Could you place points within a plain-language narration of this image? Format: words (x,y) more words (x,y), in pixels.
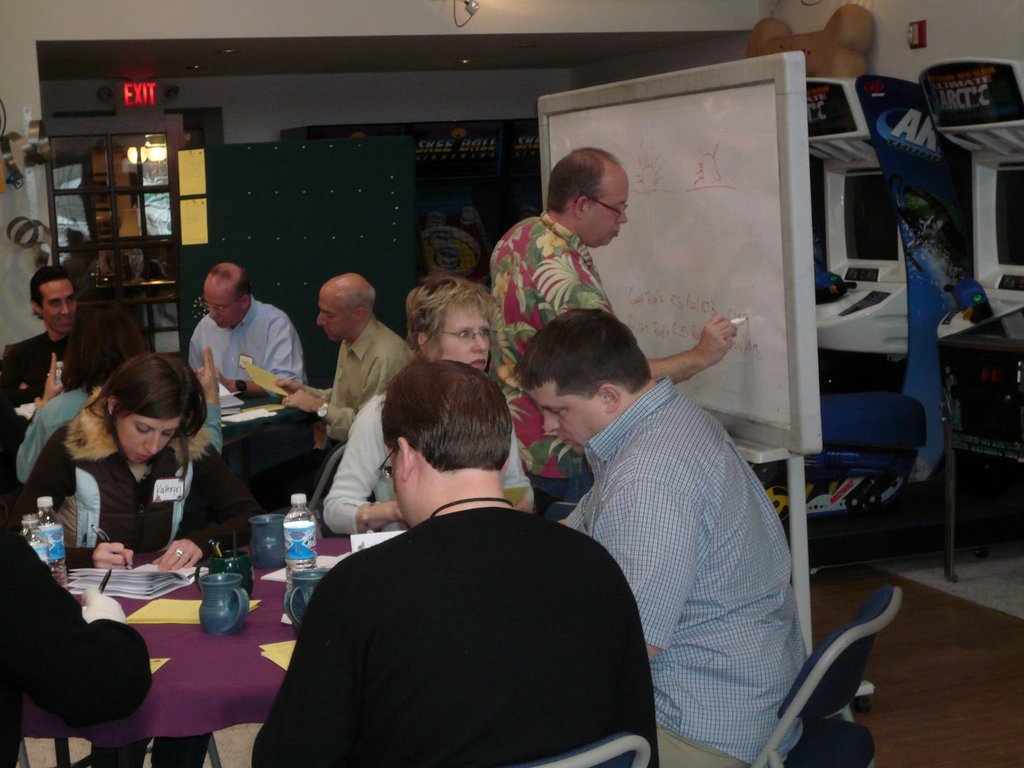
In this image I see number of people (594,360) who are sitting and they are near the tables (300,426), I can see there are many things (27,525) on the tables (33,708). In the background (885,485) I see few machines (975,493), a board (753,186) and a man (605,186) near to that.
